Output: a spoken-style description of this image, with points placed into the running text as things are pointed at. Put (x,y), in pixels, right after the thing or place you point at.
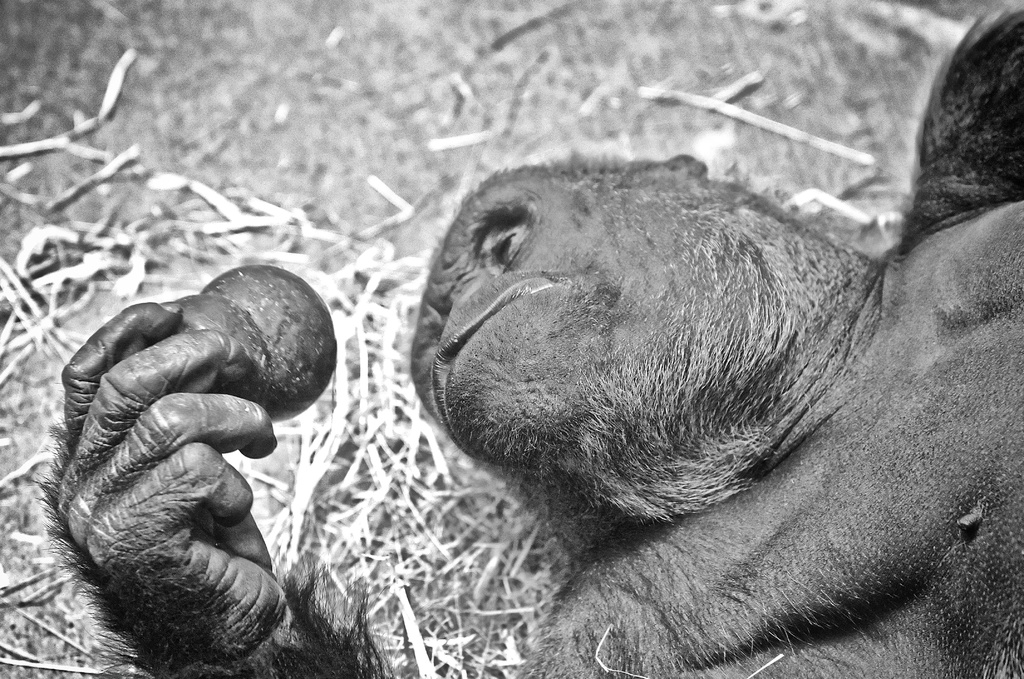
This is a black and white picture. Here we can see an animal (567,500).
